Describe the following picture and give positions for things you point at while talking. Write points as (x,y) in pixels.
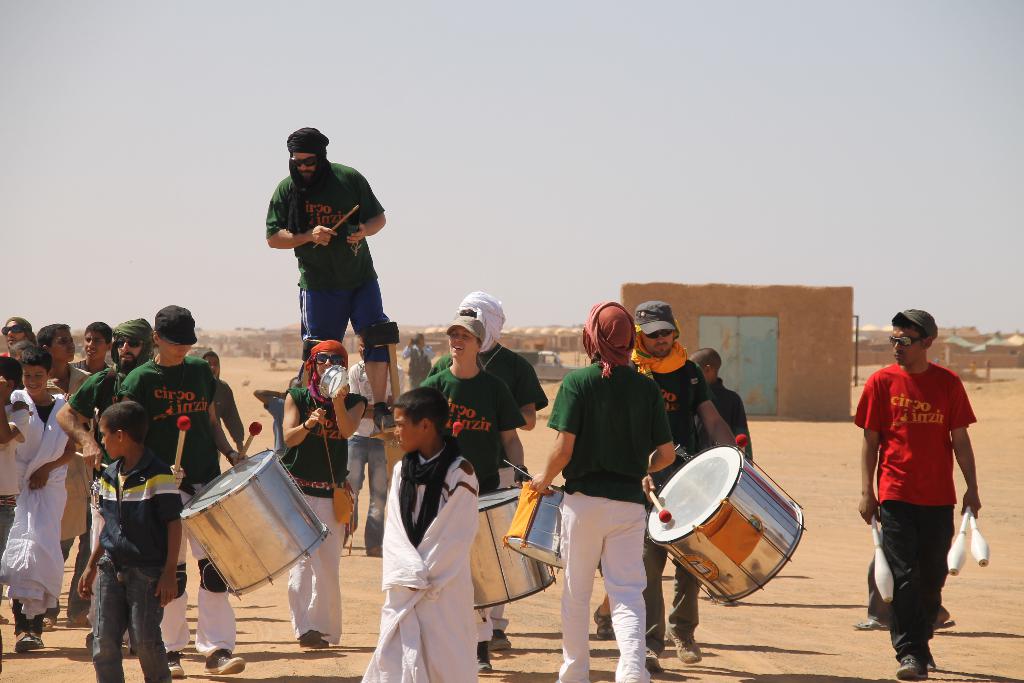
In this picture we can see some persons (492,342). They are playing drums (755,495). On the background (696,177) there is a sky (621,144). And this is door (726,336).
